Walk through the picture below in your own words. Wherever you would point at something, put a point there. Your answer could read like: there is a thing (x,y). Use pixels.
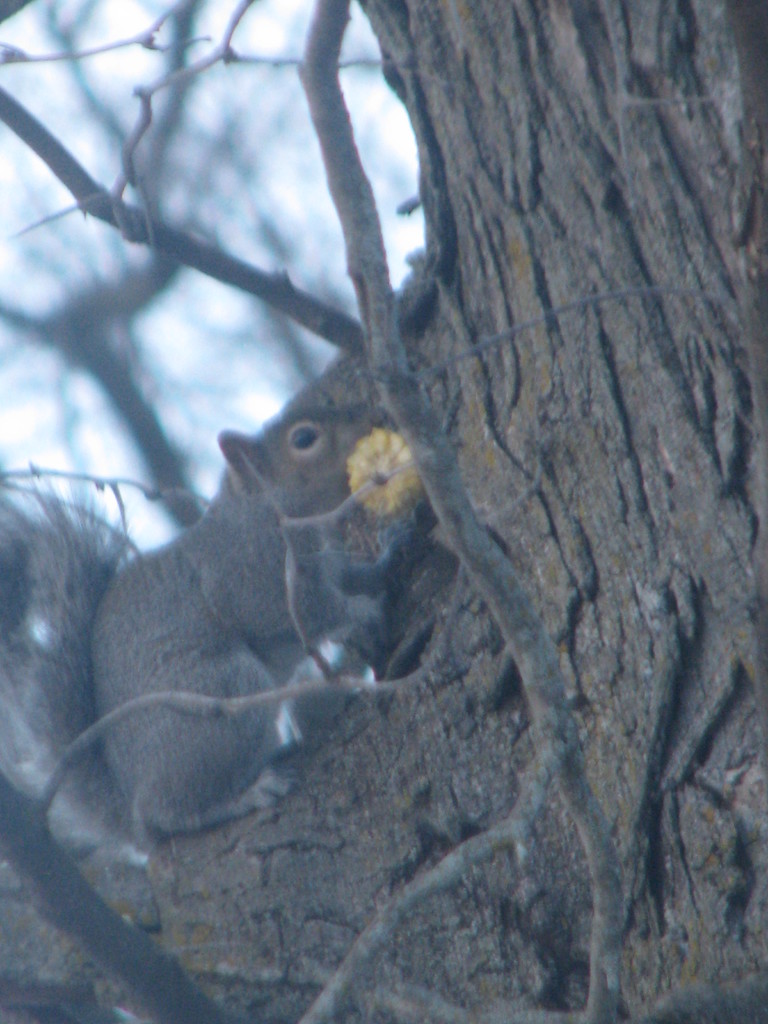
In this image I can see a squirrel (244,716) is on a tree (311,684). The background of the image (218,219) is blurred.
